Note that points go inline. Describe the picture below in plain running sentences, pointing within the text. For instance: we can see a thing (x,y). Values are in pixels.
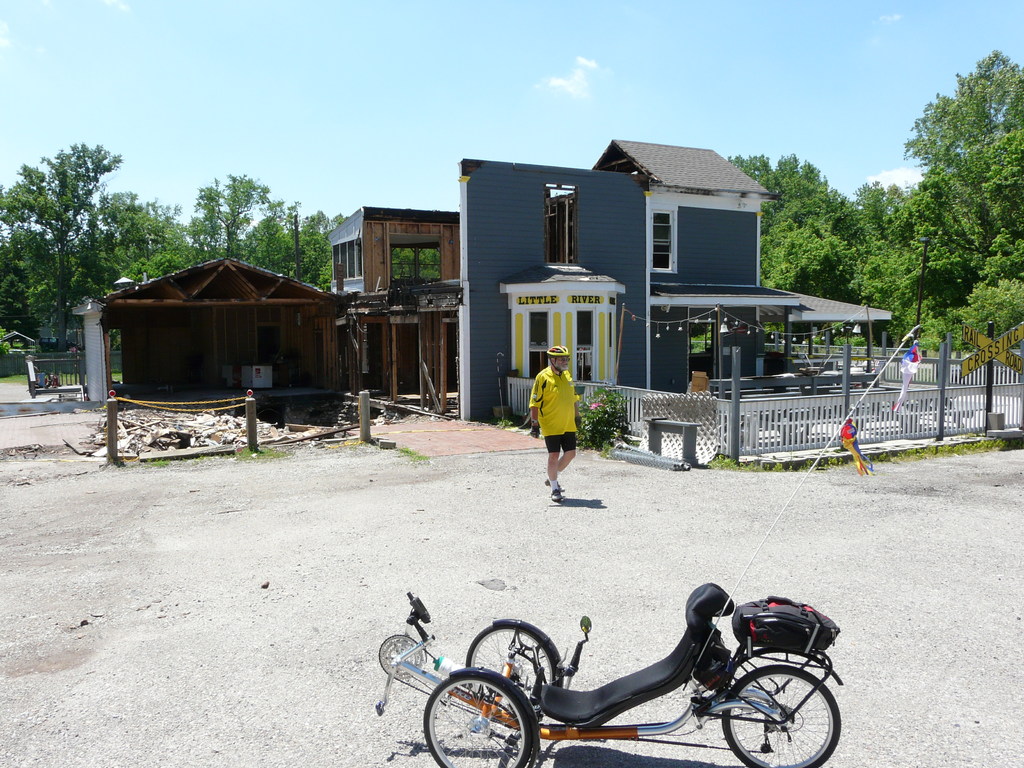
In this image, there is one man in the middle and near this man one house (638,323) is there.
